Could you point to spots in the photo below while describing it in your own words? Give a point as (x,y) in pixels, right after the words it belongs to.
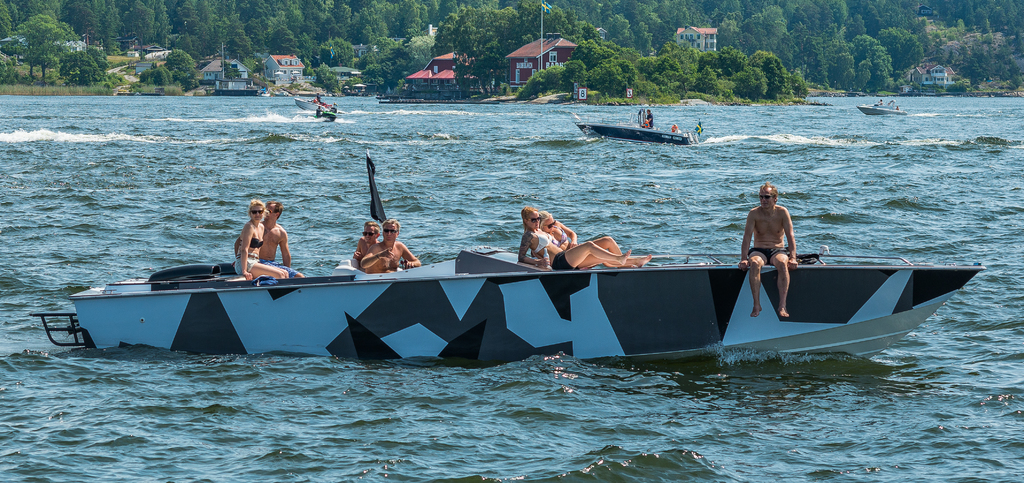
In the background (407,17) we can see trees (650,17), a flag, houses (695,47). In this picture we can see boats (637,136), water (205,232) and people (385,244). We can see a black color flag (375,212).
